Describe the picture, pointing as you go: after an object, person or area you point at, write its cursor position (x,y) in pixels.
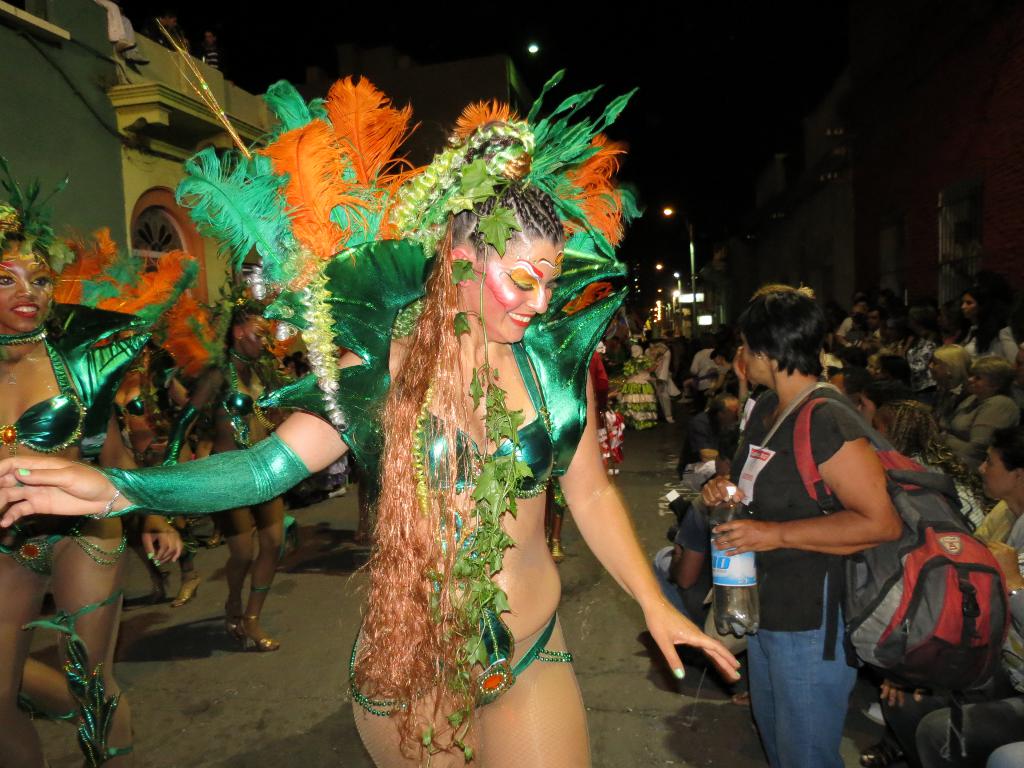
The image is outside of the city. In the image on left side (178,547) there are group of people (470,386) dancing and on right side (947,386) there are group of people (939,372) sitting and watching, and we can also see a woman (775,417) holding a water bottle (723,624) is standing. On right side (916,193) and left side (15,57) there are buildings (890,185) and street lights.
